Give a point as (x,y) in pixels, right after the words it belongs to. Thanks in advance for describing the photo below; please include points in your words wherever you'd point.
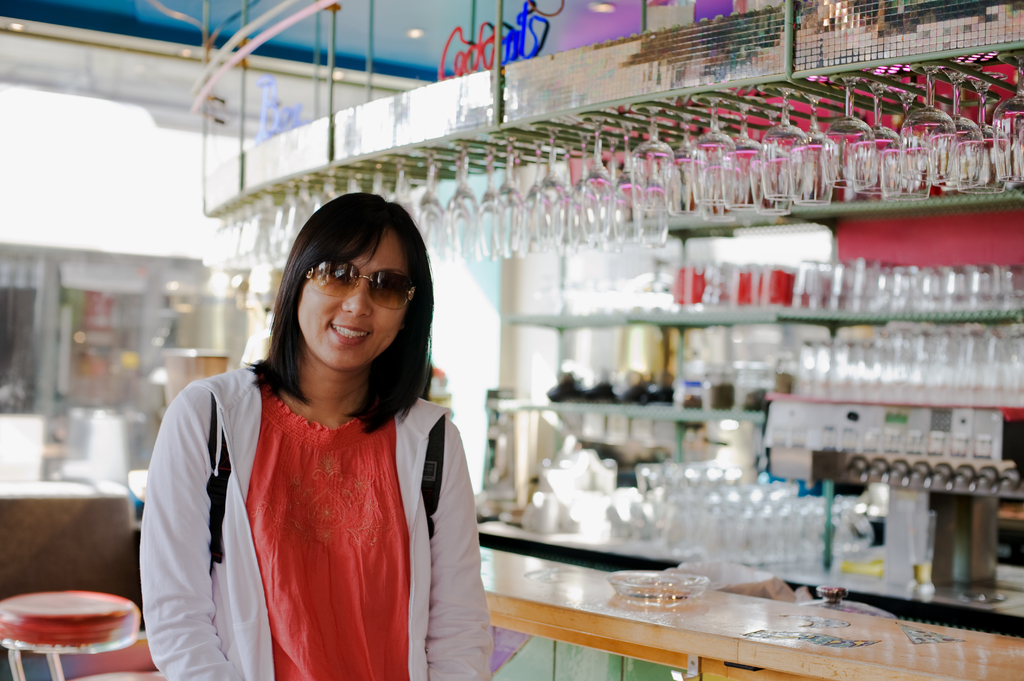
In this picture we can see a woman (461,449), she wore spectacles (392,288) and she is smiling, beside her we can find few glasses (635,174) and we can see blurry background (109,314).
